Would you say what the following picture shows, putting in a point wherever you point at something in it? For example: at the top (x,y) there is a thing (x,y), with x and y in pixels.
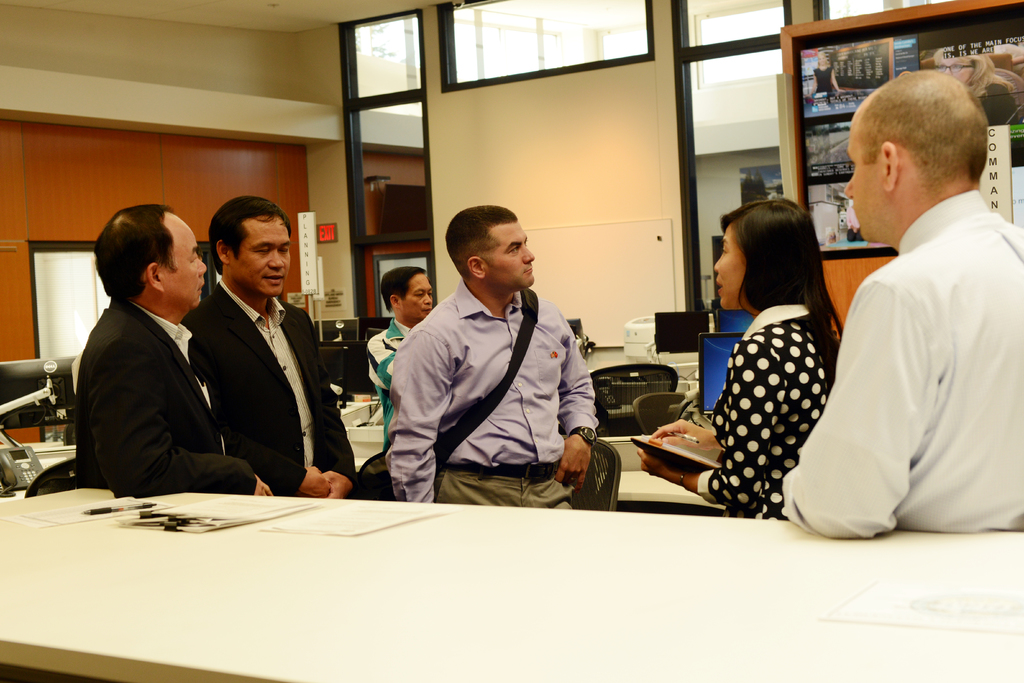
In this image, we can see a group of people (472,408). Here a woman (658,440) is holding a book (679,456) and pen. At the bottom (481,514), there is a white table (519,614). Few papers (972,597) are placed on it. Background (21,484) we can see few monitors (54,409), screen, objects (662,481), telephone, chairs (609,453), wall (299,210), boards (583,298), glass (385,271) and sign board (314,253).
